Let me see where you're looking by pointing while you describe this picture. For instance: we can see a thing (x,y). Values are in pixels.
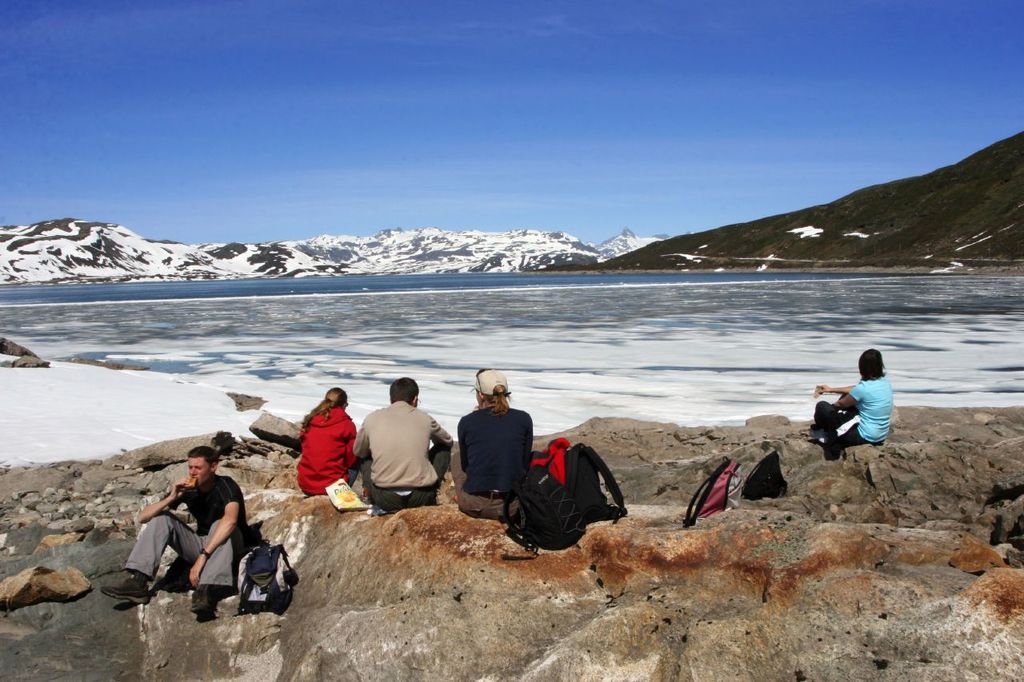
At the bottom of the image (279,457) there are rocks (903,500). There are few people (504,441) sitting on the rocks (800,468) and also there are bags (526,513). In front of them there is water (565,284) with ice (441,296). In the background (538,239) there are hills (648,238) covered with snow (203,272). At the top of the image (231,192) there is sky (434,104).
